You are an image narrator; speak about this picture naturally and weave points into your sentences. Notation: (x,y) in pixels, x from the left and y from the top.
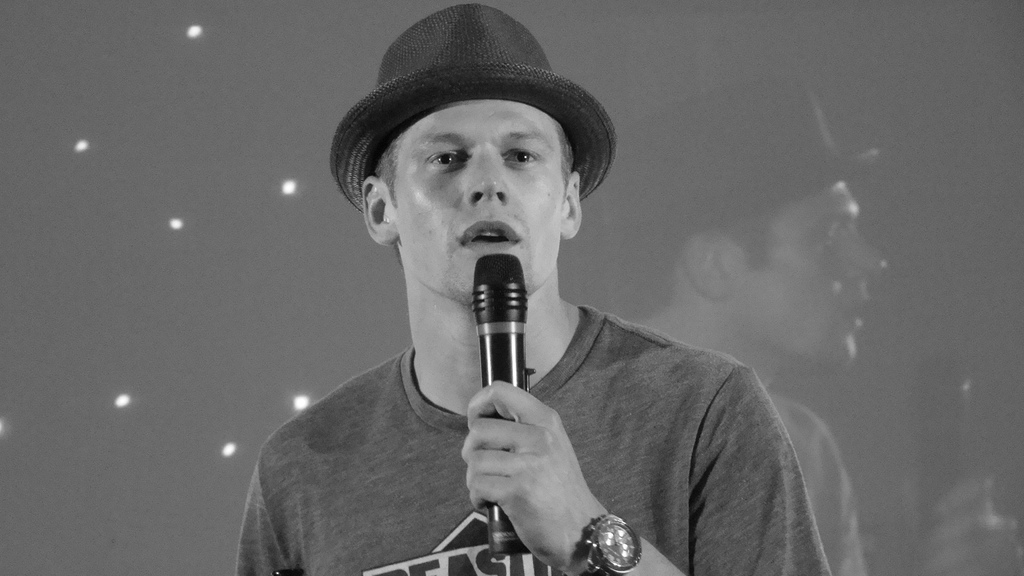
The man (601,374) wore t-shirt (593,389), cap (514,82) and holding mic (494,330).
